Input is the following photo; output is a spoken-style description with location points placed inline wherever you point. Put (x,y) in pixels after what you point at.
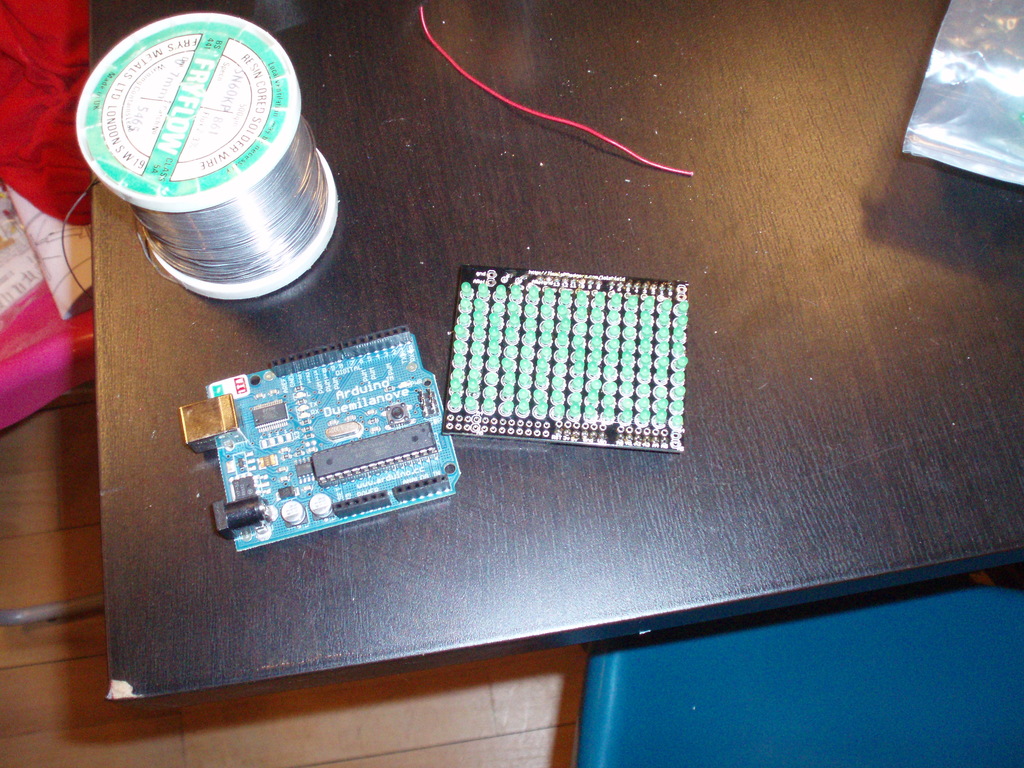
In this picture, there is a table (925,523). On that table (377,323), we can see some metal wires (264,216), microprocessor board (304,396) and few boards (641,362). On the right corner (793,608) there is blue color table (847,671). On the left corner (41,62), we can see some cloth (14,66) and books (67,307).
